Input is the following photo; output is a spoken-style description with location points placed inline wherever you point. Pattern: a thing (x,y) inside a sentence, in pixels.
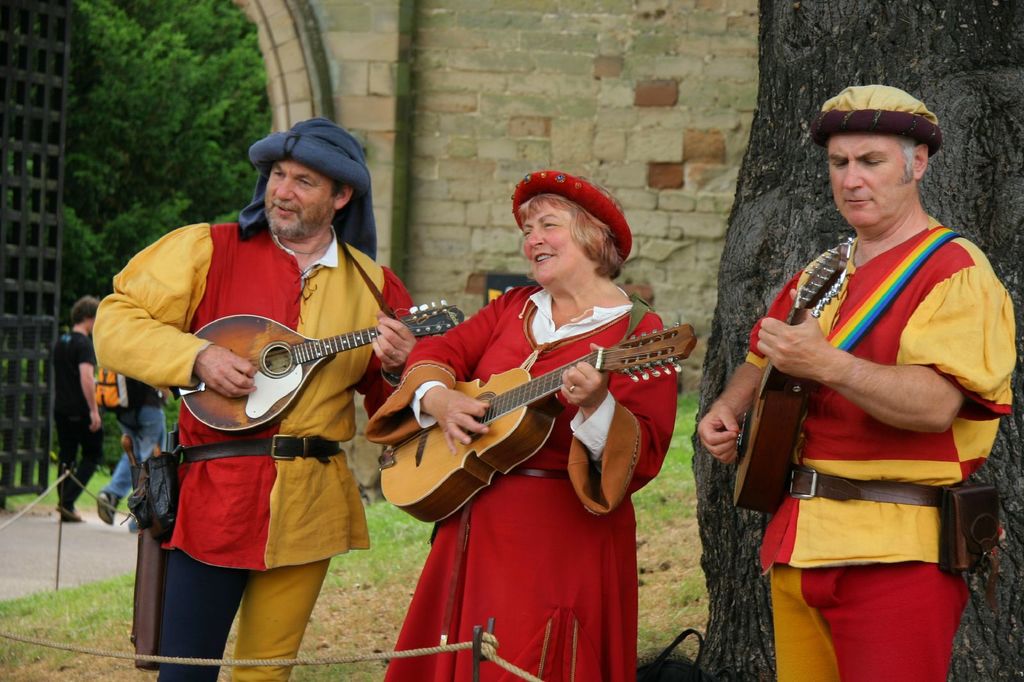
In this picture we can see three persons (616,624) who are playing guitars (379,340). This is grass (85,601) and there is a wall (609,93). Here we can see two persons (76,442) walking on the road (80,547). And these are the trees (174,101).
